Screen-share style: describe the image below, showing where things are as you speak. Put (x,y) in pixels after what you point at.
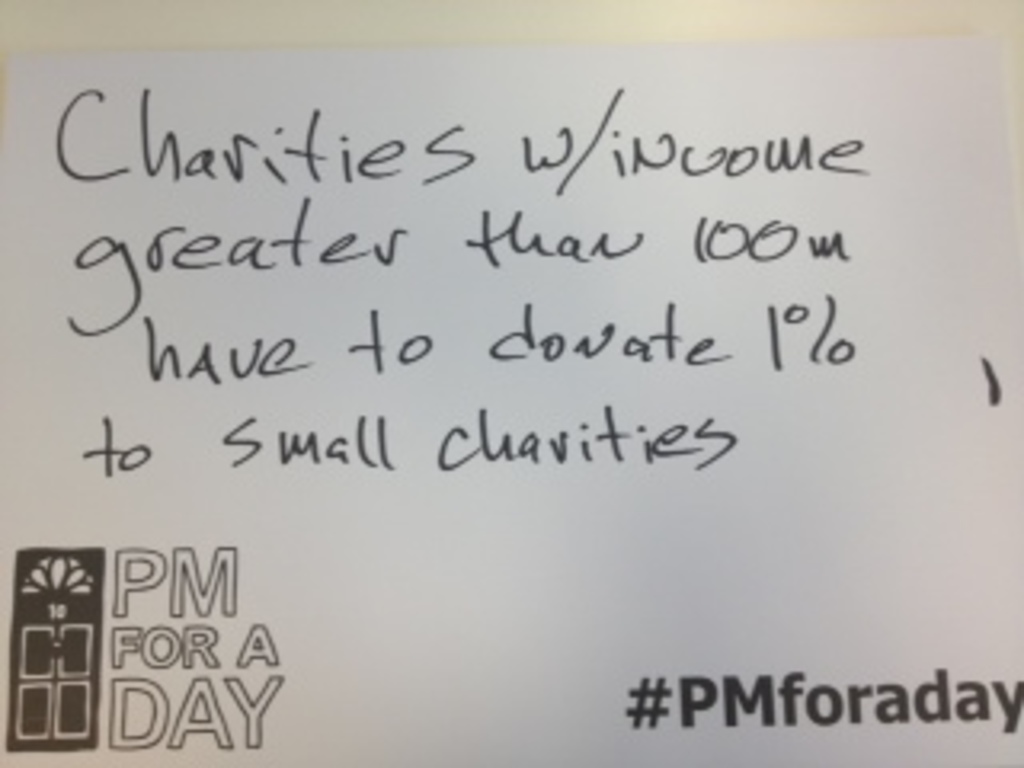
In this picture we can observe black color text (140,291) on the paper (239,237). The paper (173,273) is in white color.
